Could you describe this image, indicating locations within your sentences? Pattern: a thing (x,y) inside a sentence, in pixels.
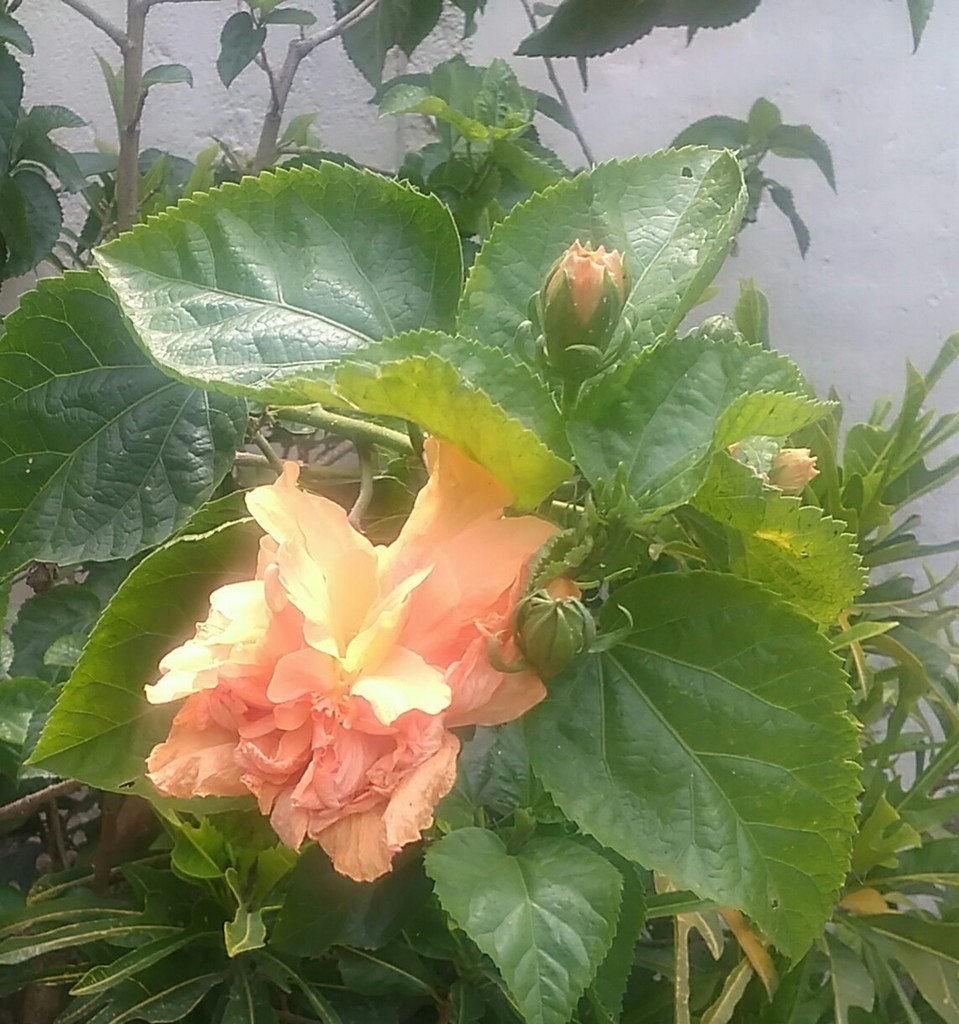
In this picture we can see flower (323,701), buds (589,309) to the plants (272,454), behind we can see the white color wall (75,74).
